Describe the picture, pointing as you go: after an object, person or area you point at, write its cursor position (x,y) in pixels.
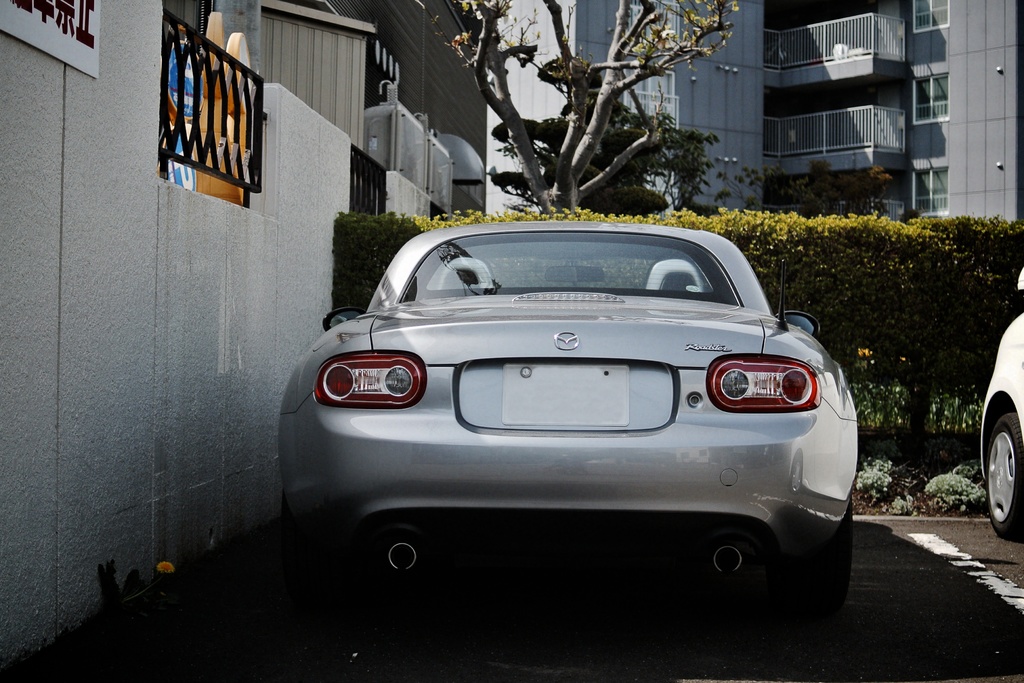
In this image I can see few cars (809,416), few plants (836,294) and in background (503,172) I can see few buildings (372,94) and few trees (566,166). Here on wall (103,37) I can see a white board (59,34) and on it I can see something is written.
